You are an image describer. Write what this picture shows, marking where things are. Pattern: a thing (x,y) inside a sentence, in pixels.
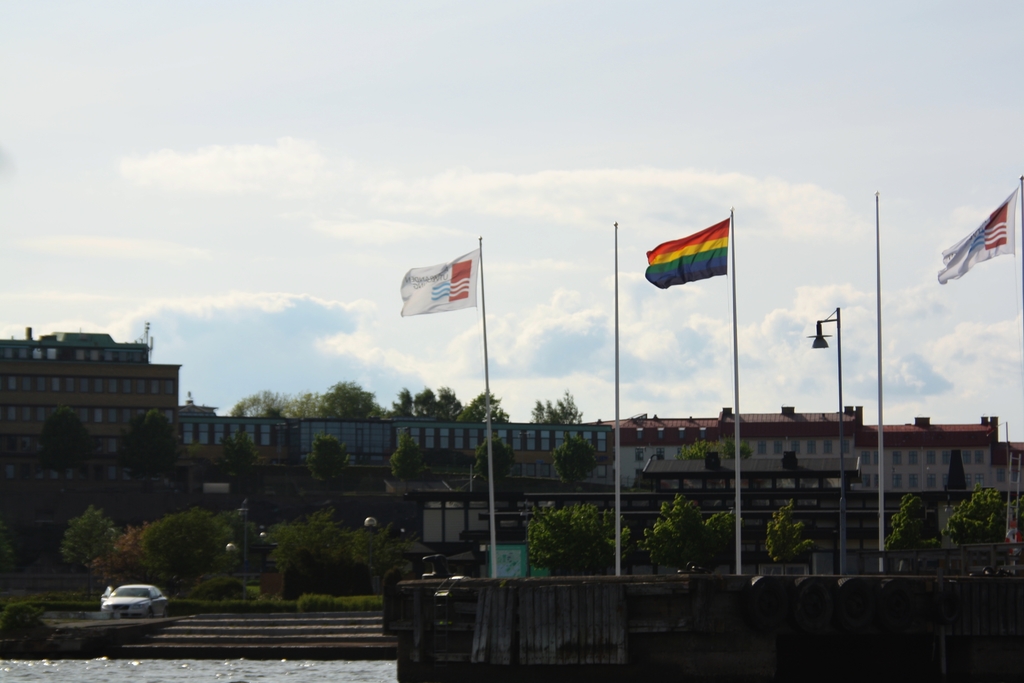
In this image we can see poles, flags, water (352,681), plants (341,603), trees (614,549), and buildings (532,455). There is a car (105,609). In the background (456,63) we can see sky (494,236) with clouds (831,337).
